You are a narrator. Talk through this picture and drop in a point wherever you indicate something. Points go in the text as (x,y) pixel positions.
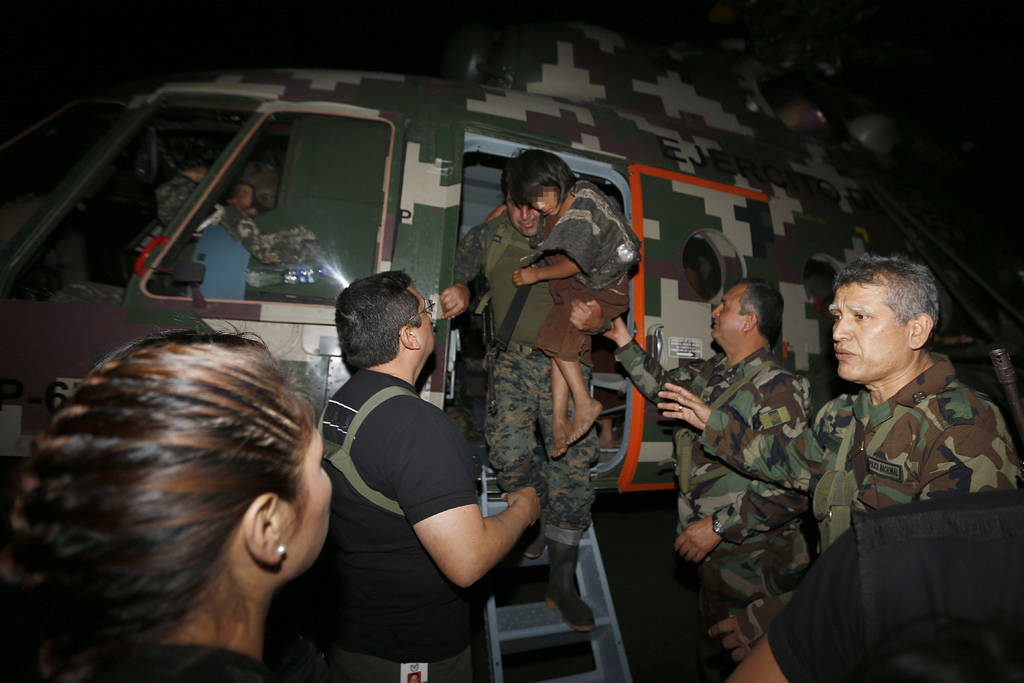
In this picture there is a chopper (405,188). We can observe five members (496,442) in this picture and a child (549,258). Four of them were men (705,417) and one of them was a woman (230,532). In the background (300,47) it is dark.
